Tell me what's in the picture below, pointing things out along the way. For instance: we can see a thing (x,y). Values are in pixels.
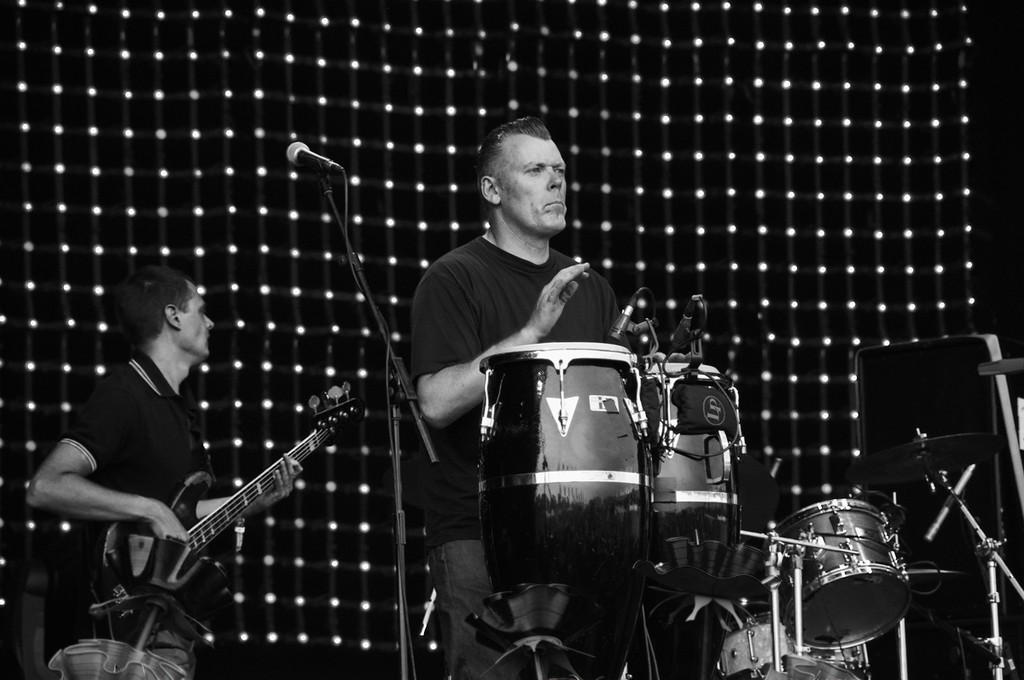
A person (537,308) is playing drums (636,437). There are mics stand (683,327). Another person (172,444) in the back (165,491) is playing guitar (226,523). There is a drums (793,608). In the background (382,122) there is a black with white dots wall (361,154).
